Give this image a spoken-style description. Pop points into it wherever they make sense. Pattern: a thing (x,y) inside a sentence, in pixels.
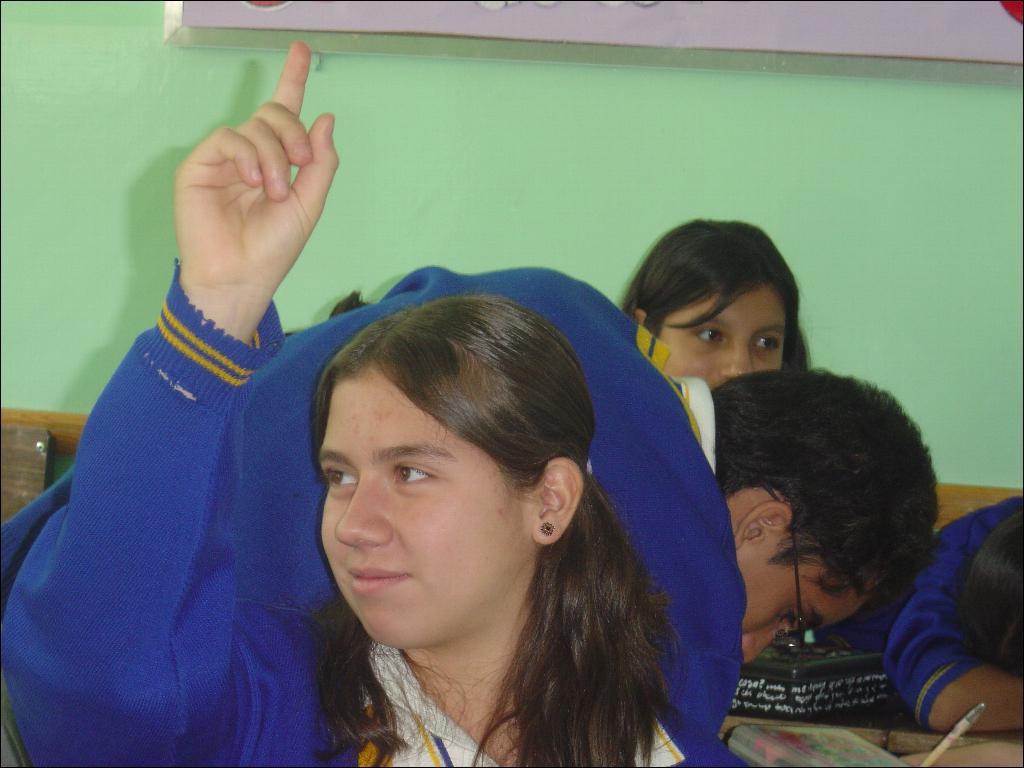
In the image we can see a girl (376,673) wearing clothes (312,697), ear studs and she is smiling. Behind her there are other children (778,505) wearing clothes (727,543), here we can see the books (813,729) and the wall (847,218).
